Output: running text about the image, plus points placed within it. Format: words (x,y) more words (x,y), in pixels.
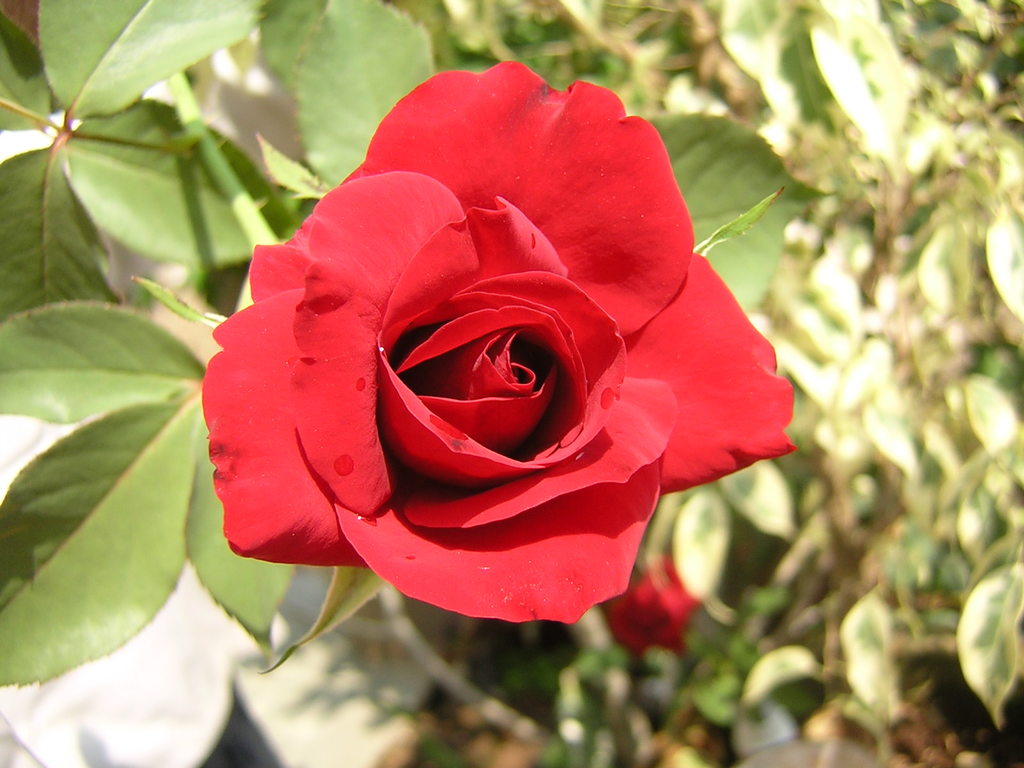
In this picture there is a plant (502,413) which has two rose flowers (611,574) on it.
